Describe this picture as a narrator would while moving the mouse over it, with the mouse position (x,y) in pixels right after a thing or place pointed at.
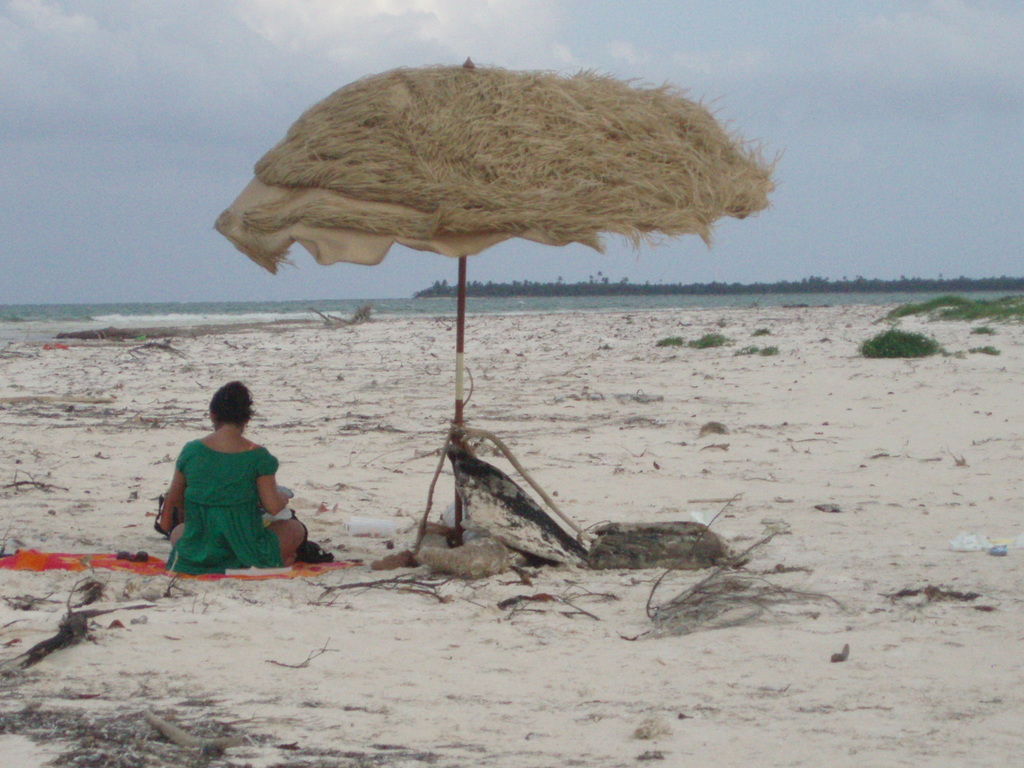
In this image there is a woman (259,548) who is sitting on the sand (219,599). Beside her there is an umbrella (397,231) on which there is dry grass (479,193). In the background (289,302) there is an ocean (701,298). In the ocean (537,305) there is an island (540,287). At the bottom (458,678) there is sand (621,614) on which there are wooden sticks (712,594) and some plants (916,337).
